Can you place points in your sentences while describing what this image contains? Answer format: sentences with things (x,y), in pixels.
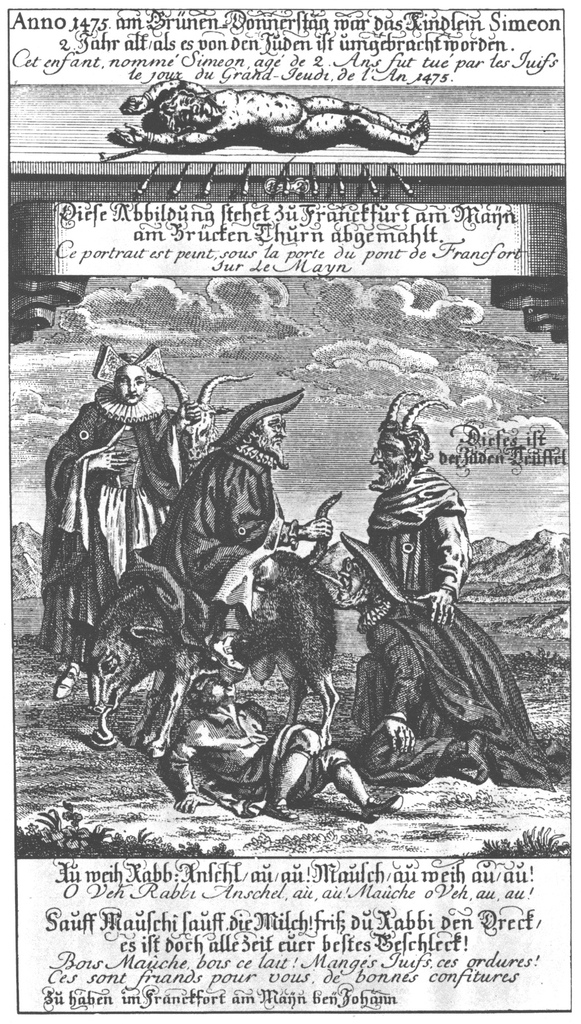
In this picture there are few persons (229,445) and there is something written above and below it.
